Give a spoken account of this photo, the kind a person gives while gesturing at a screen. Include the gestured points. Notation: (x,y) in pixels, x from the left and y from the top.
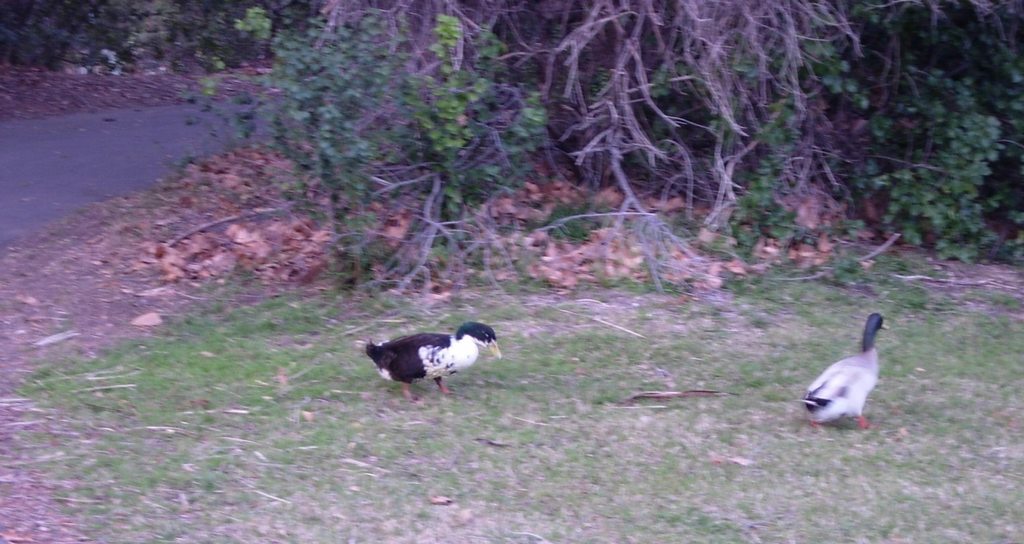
In this picture we can see two birds (394,378) on the grass (338,442). There is a road (216,145) and a few trees (664,51) in the background (237,106).
